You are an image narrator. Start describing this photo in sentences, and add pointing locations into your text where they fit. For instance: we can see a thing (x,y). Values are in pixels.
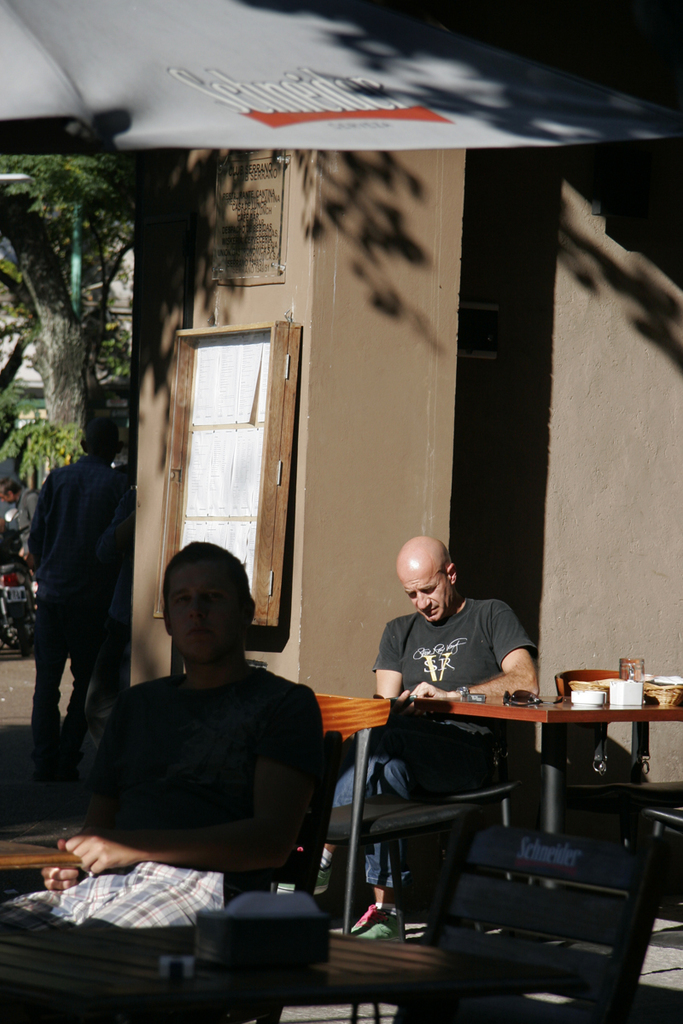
In this image I see 2 man (230,723) who are sitting on chairs (334,723) and there are tables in front of them on which there are few things (654,704), I can also see there are few more chairs (650,803). In the background (572,591) I see the wall (670,597), papers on the notice board (219,333) and a bike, few people (62,505) and the tree (19,155).
